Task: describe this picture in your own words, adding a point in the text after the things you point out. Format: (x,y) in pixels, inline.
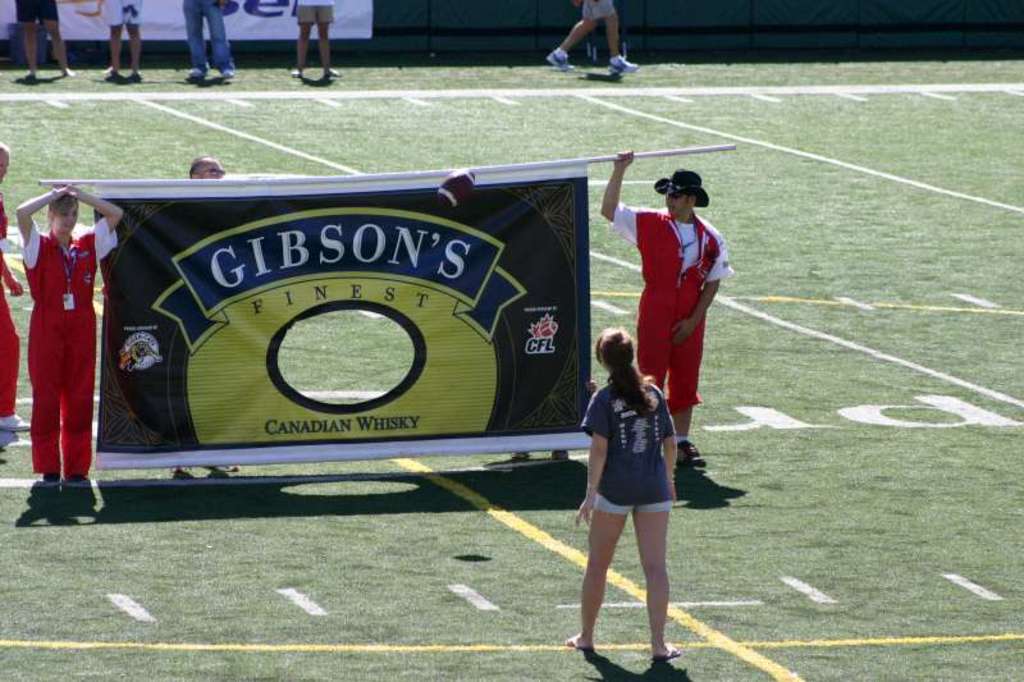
In this image we can see persons (641,231) holding banner (173,268) on the ground (26,462). In the background (654,85) we can see persons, grass (654,104), advertisements (314,35) and fencing (551,40).
